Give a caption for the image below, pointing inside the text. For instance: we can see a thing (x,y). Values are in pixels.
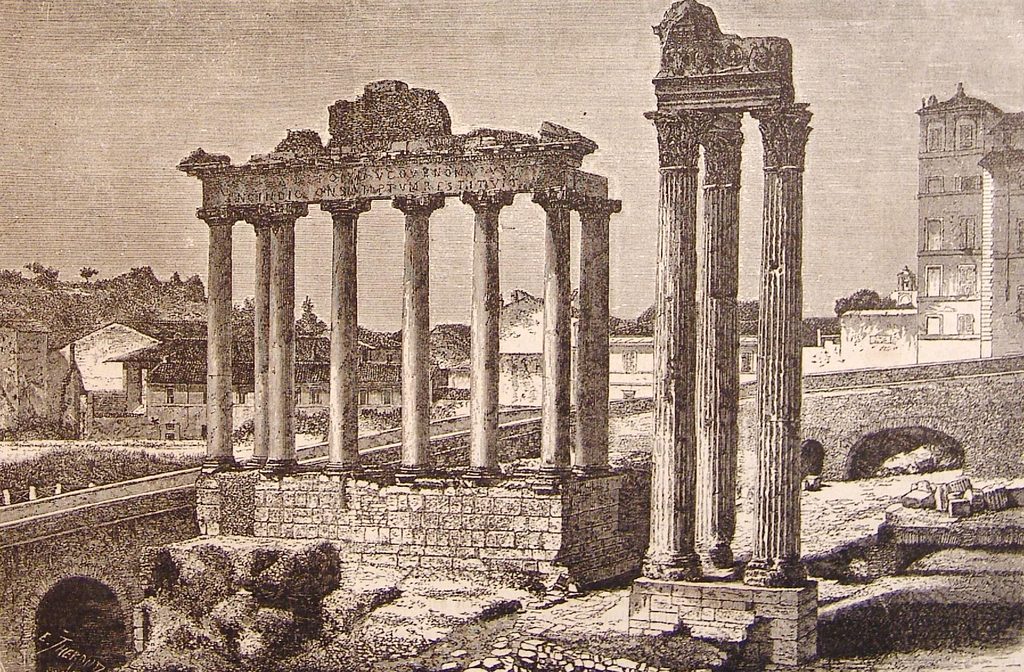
This image is a photo of a monuments (421,505) and buildings (892,338). There is a bridge (97,513).
